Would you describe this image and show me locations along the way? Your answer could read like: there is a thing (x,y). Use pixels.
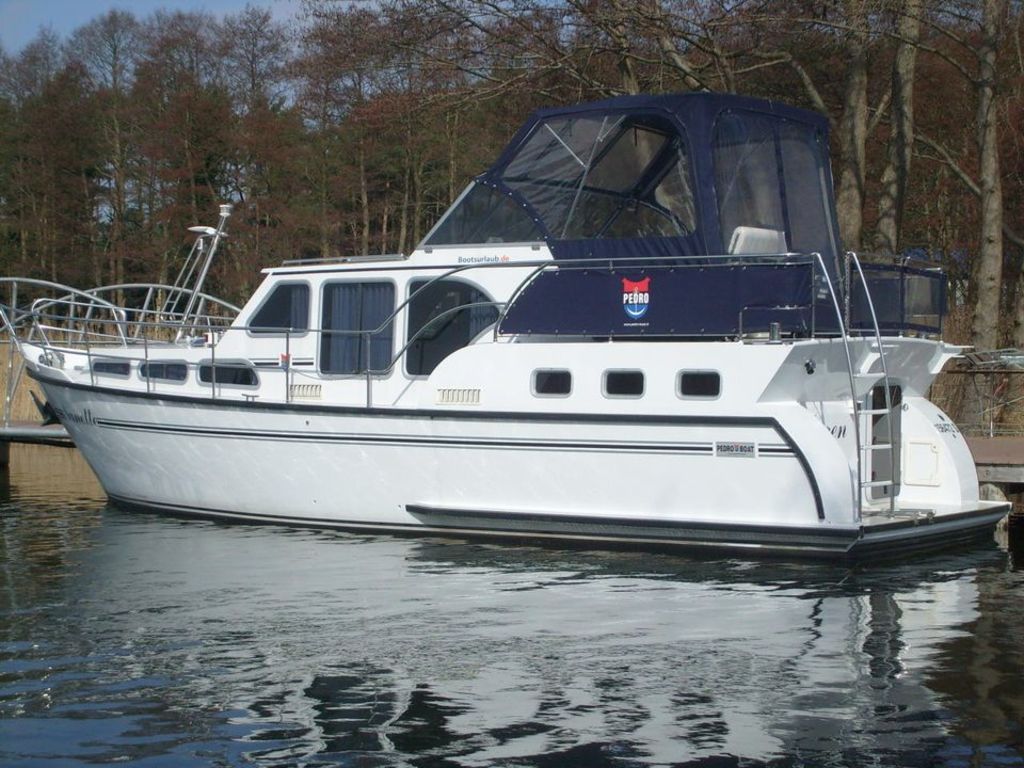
In this image I can see water (231,546) and on it I can see a white colour boat (715,306). In the background (423,227) I can see number of trees (331,144) and the sky (75,18).
